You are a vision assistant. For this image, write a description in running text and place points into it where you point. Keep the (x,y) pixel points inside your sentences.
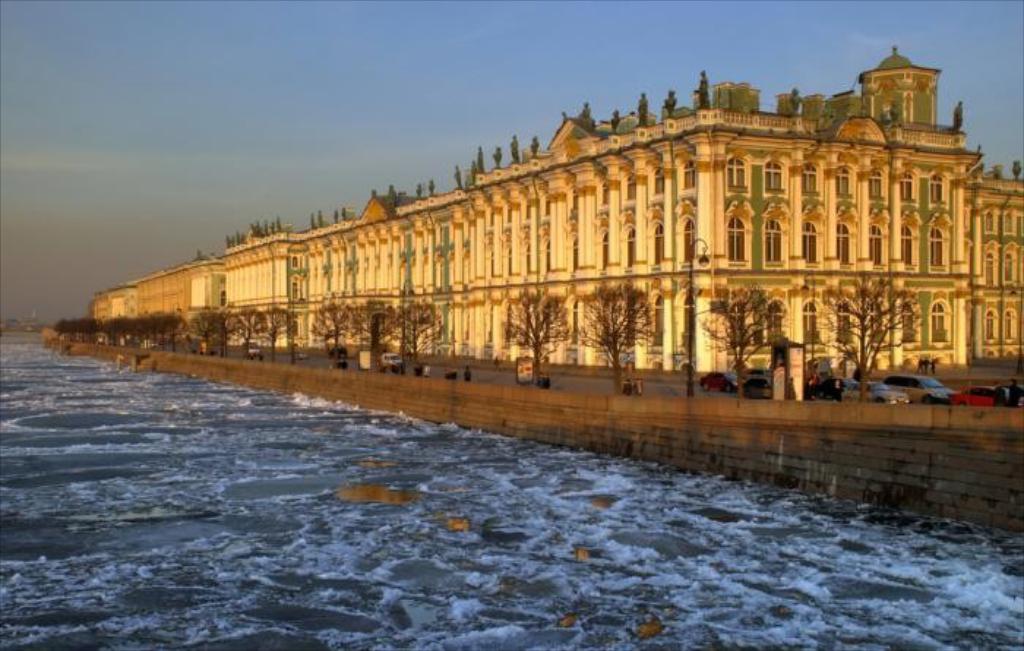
In this picture I can observe a river (424,483) on the left side (117,406). In the middle of the picture (628,218) I can observe a building (440,283) which is in cream color. In front of the building (396,299) there are some plants (829,326) and cars (769,383) parked in the parking lot (848,388). In the background (355,92) there is sky (352,82).
